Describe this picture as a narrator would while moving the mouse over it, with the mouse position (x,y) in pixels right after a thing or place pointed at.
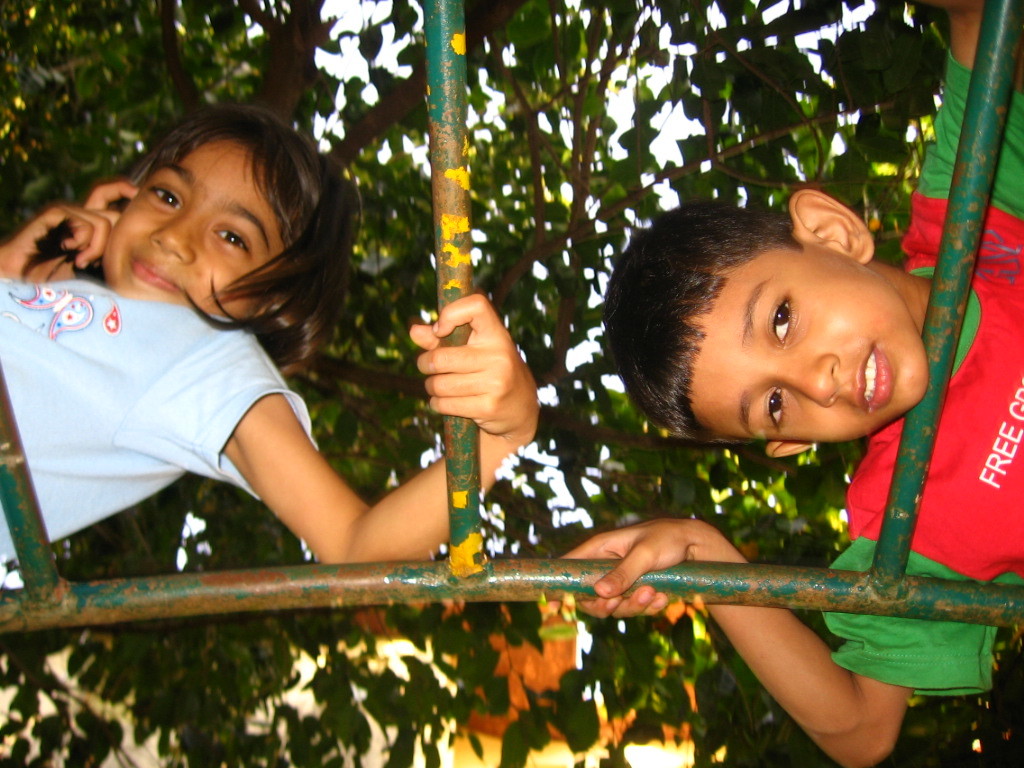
In this image we can see a boy (801,346) and a girl (183,471). Boy (963,371) is wearing red and green color t-shirt (967,558) and girl (140,433) is wearing blue color t-shirt (228,416). Background of the image (553,83) tree (594,150) is there.
